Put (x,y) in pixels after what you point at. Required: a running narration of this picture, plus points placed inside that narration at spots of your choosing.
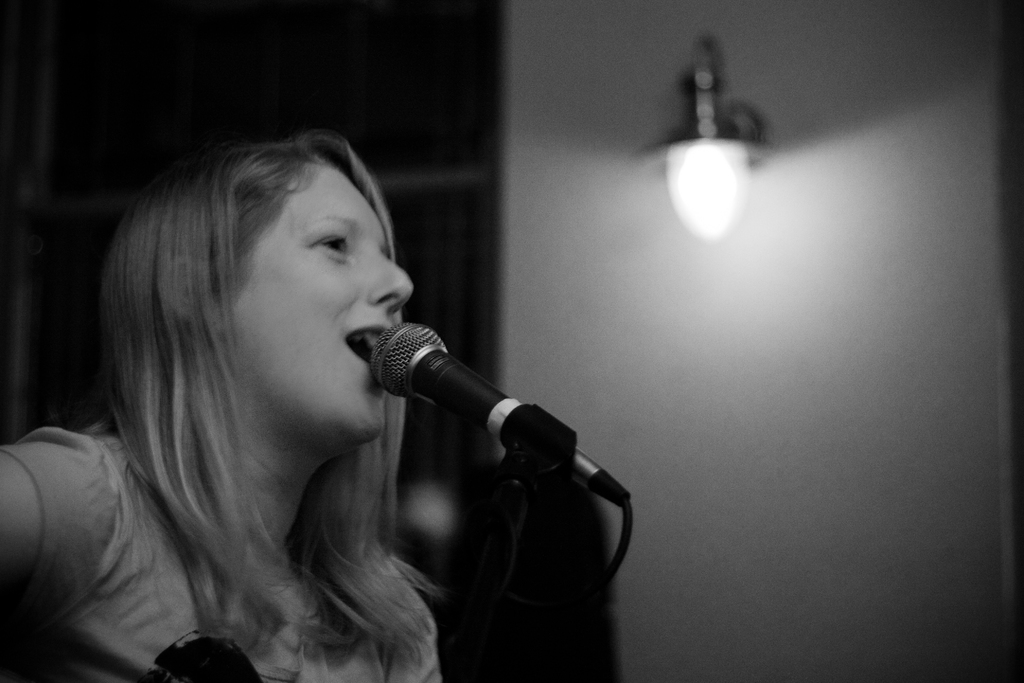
In this image I can see a woman (281,501) is singing a song in front of the microphone (464,413). On the right side (717,172) we have a bulb (712,193) on the wall (783,298).
